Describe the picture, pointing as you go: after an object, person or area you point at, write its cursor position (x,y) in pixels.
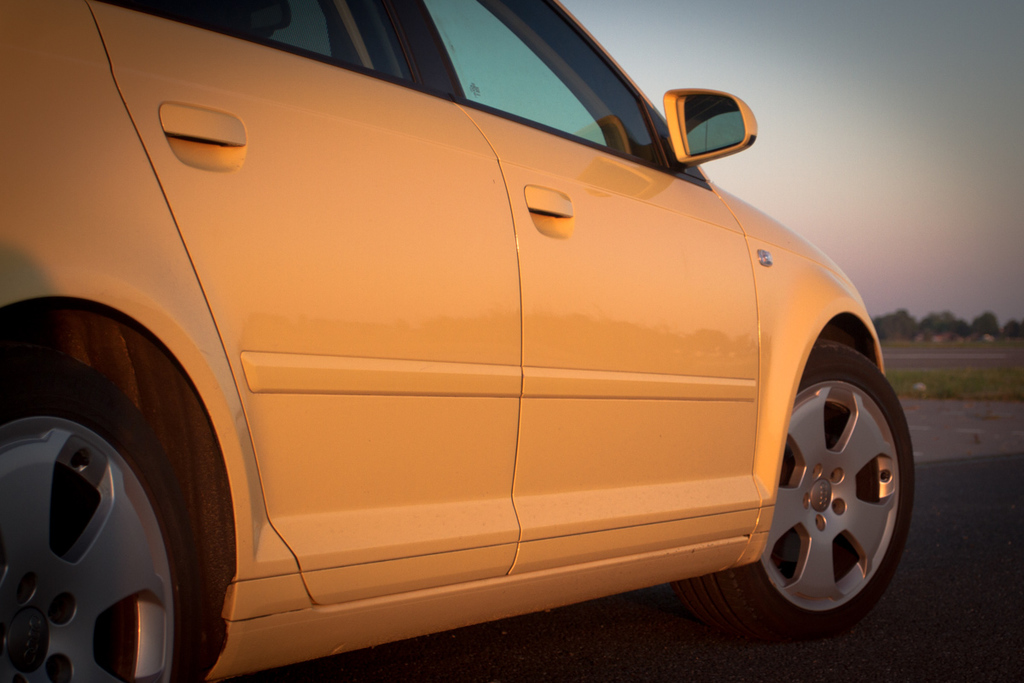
In this picture I can see a car (441,360) and few trees (957,332) in the back (888,331) and a blue sky (841,128).
